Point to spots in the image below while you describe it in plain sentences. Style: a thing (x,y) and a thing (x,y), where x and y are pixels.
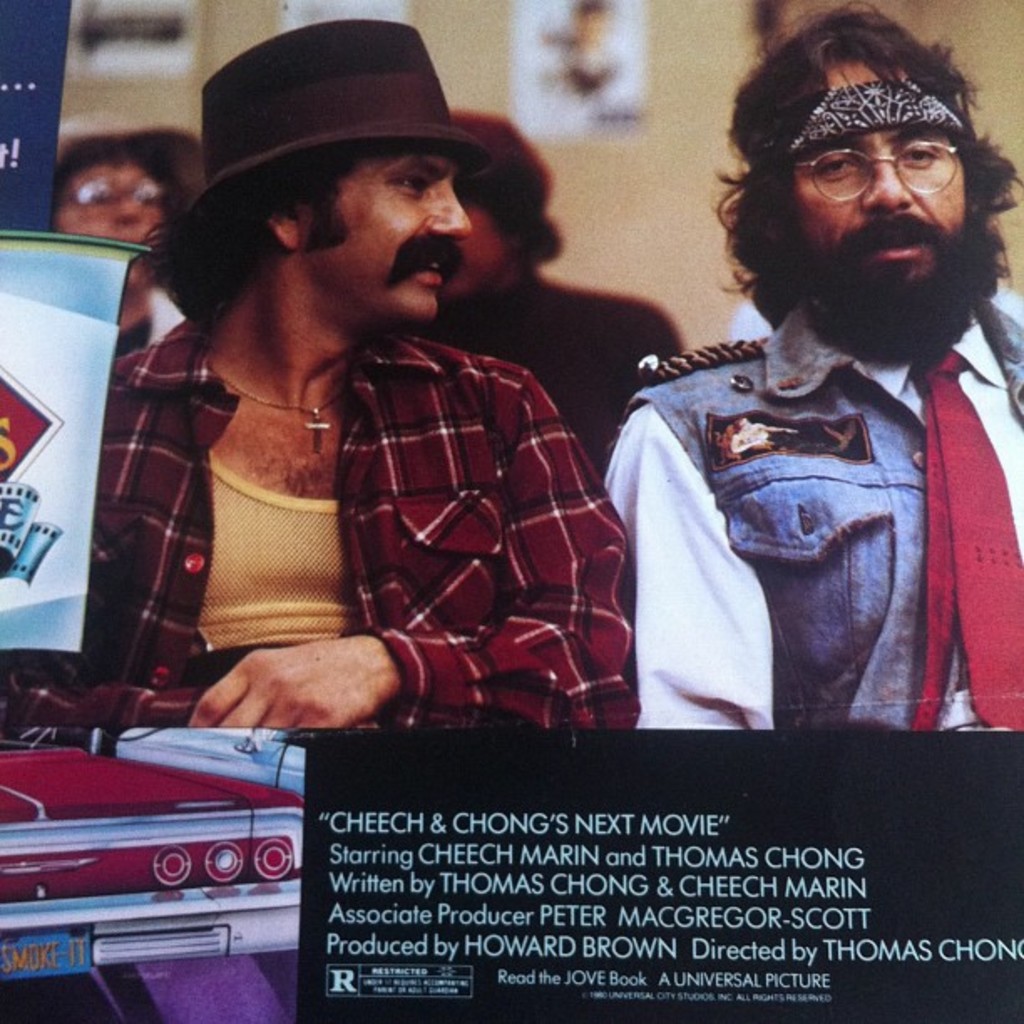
In this image there are people (395,545). In front of them there are some objects (106,783). Behind them there is a wall (613,193) with the posters (586,37) on it. There is some text (713,892) on the right side of the image (800,860).
